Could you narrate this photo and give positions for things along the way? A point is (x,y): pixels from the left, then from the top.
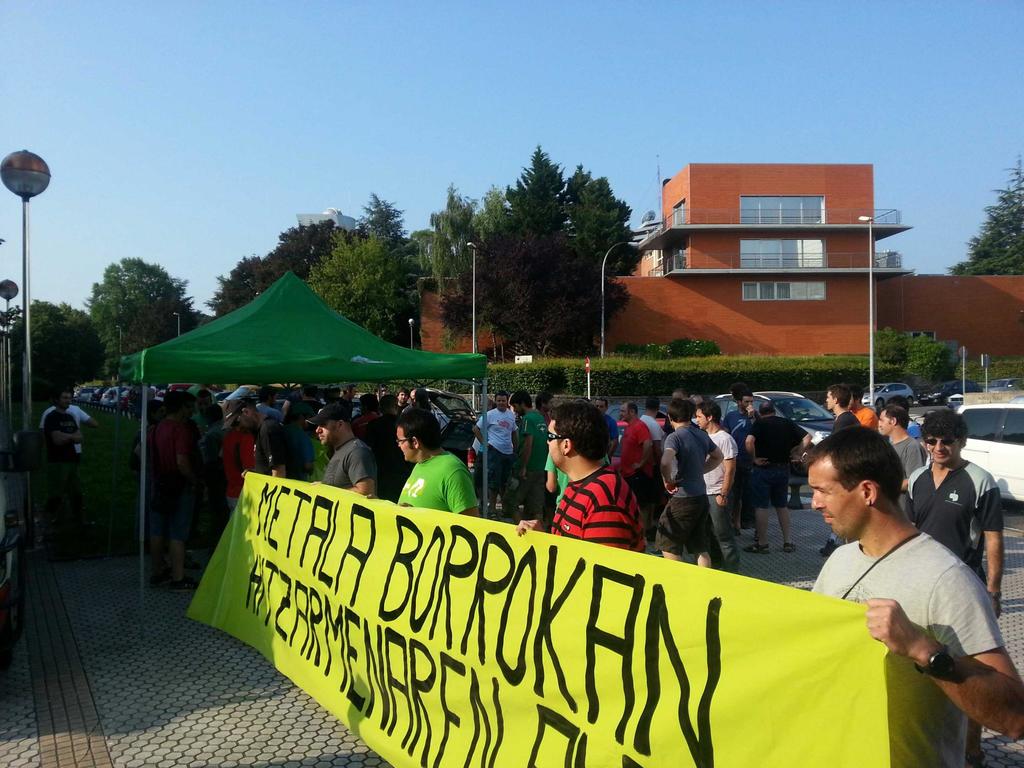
In this image there are people (834,561) standing on a pavement (796,510) holding a banner (749,725), on that banner (471,561) there is some text (532,588), in the background (367,422) there are people (378,407) standing and there is a tent (173,357), cars (983,412), light poles (4,315), trees (584,216), buildings (665,215) and the sky (510,111).
